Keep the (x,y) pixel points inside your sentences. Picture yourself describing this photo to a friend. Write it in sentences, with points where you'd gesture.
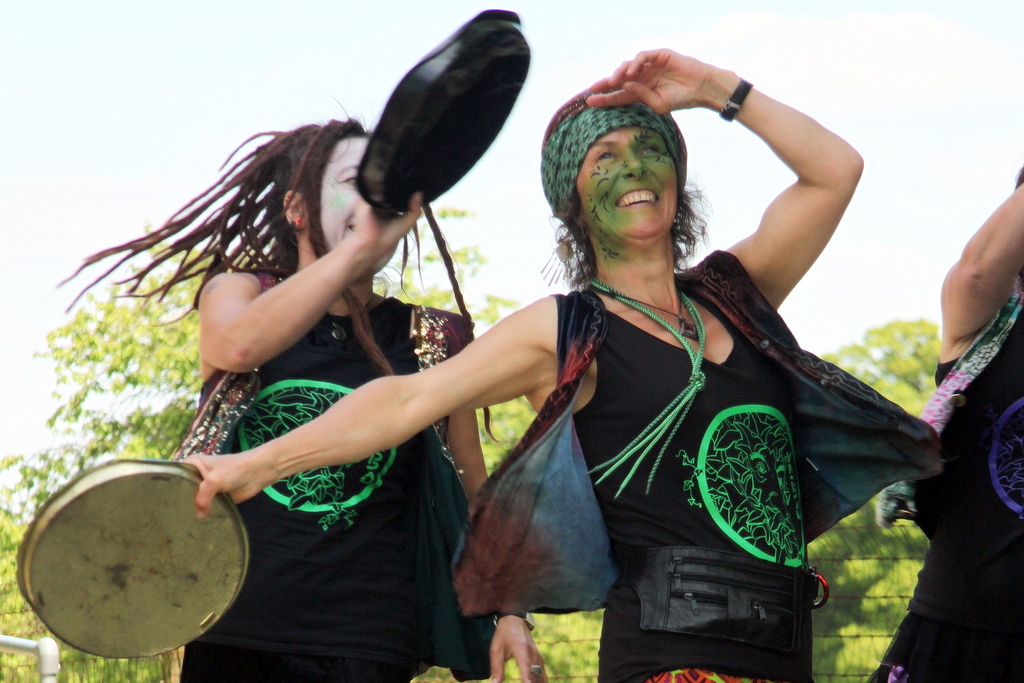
In this image there are three persons (704,522) in the middle (590,435) who are wearing the black dress (777,528) and a jacket (553,459) on it. There is a paint (611,218) on their faces (594,188). The person (331,227) on the left side (289,289) is holding the pan (433,161). In the background (97,359) there are trees (123,336). In the middle (633,416) there is a person (633,461) who is holding the pan (209,524) and smiling.
